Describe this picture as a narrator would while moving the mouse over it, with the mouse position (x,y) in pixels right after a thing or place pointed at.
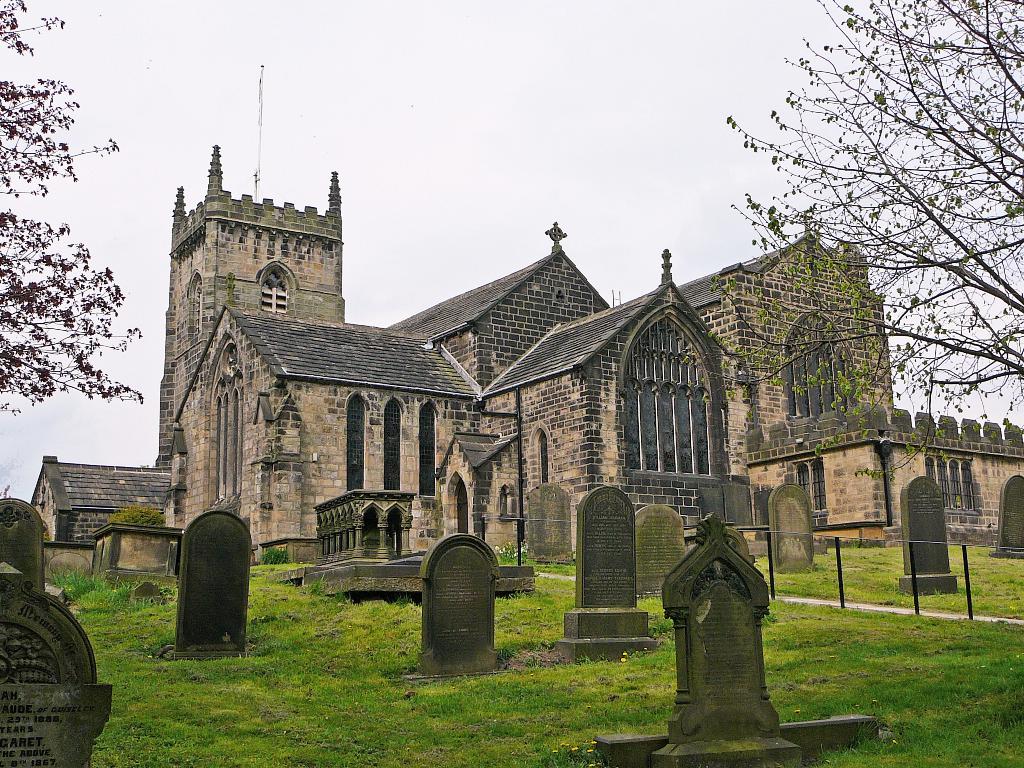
In the foreground of the picture (966,152) there are gravestones (928,515) and trees (27,228). In the middle of the picture (540,341) there is a church (276,409). At the top (488,91) there is sky (710,71). In the foreground (276,661) we can see grass (134,613) also.
